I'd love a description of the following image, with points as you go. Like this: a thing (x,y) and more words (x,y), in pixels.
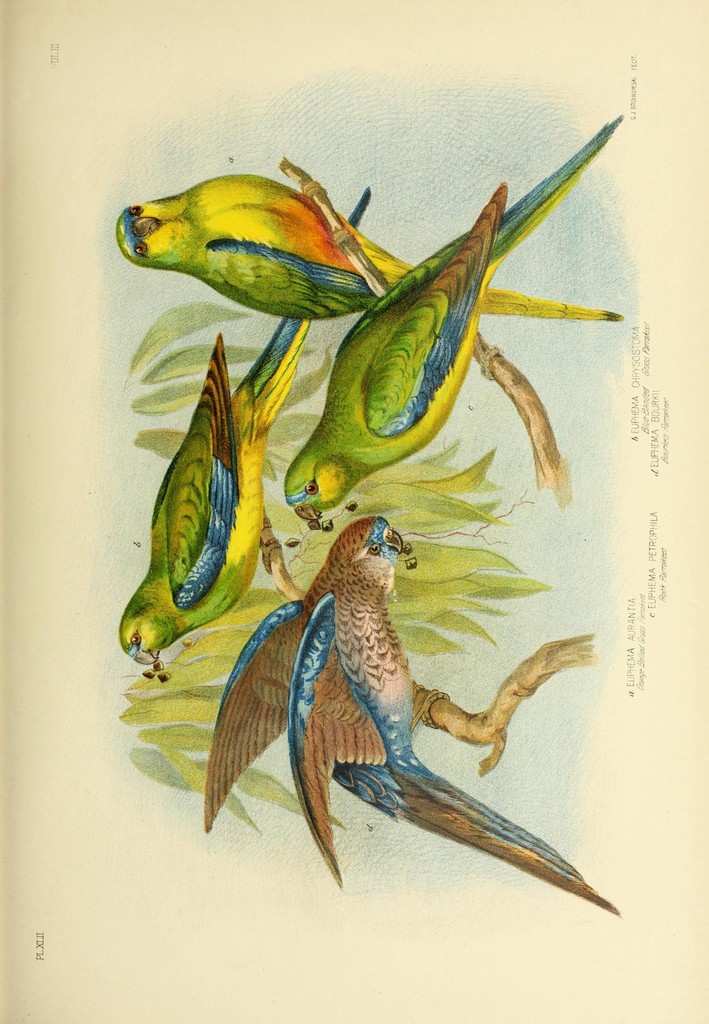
In this picture we can see the painting (246,442) of birds (272,263), branches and leaves (137,445) on the paper (305,469). On the paper (603,72), it is written something.
